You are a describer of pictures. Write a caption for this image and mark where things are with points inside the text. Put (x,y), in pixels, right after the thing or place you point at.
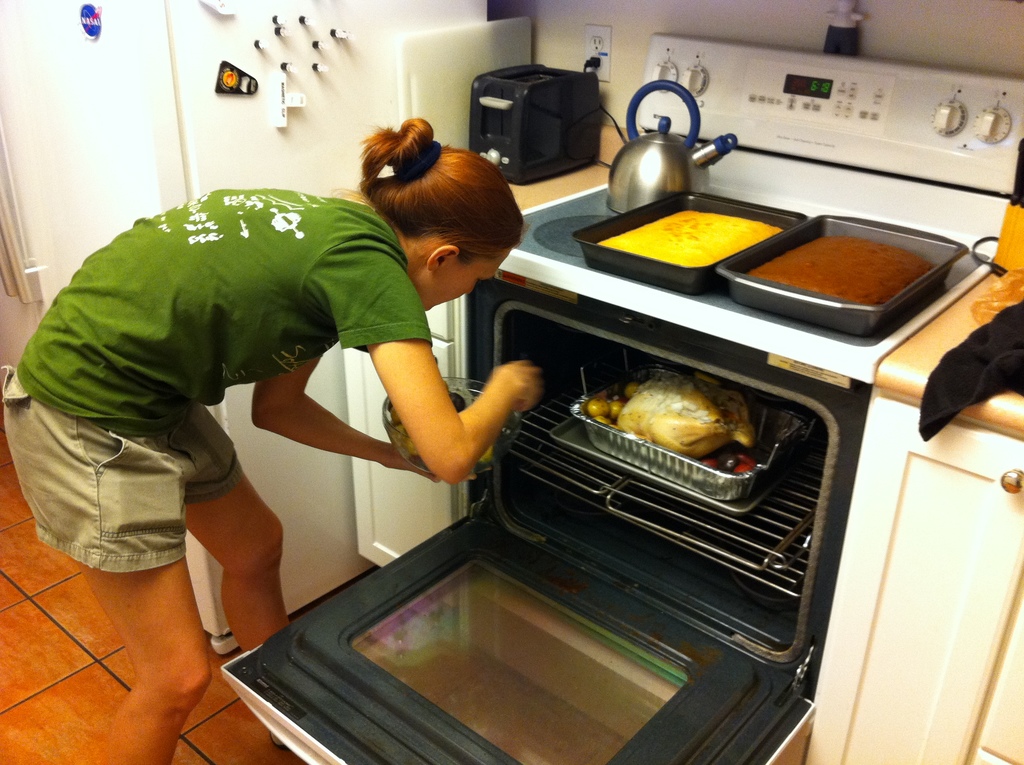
In this image, I can see a woman (252,500) standing on the floor (91,730) and holding a bowl (400,449). In front of the woman (404,396), there is a food item (713,432) in the oven (659,570). I can see two trays (685,284) with food items (777,272) and a kettle (660,156) on a stove (735,188). There is a toaster (518,128) beside the stove (940,310). On the right side of the image (969,345), I can see a cloth (987,368) and a cupboard (927,578). On the left side of the image (145,133), I can see a refrigerator (140,133).
